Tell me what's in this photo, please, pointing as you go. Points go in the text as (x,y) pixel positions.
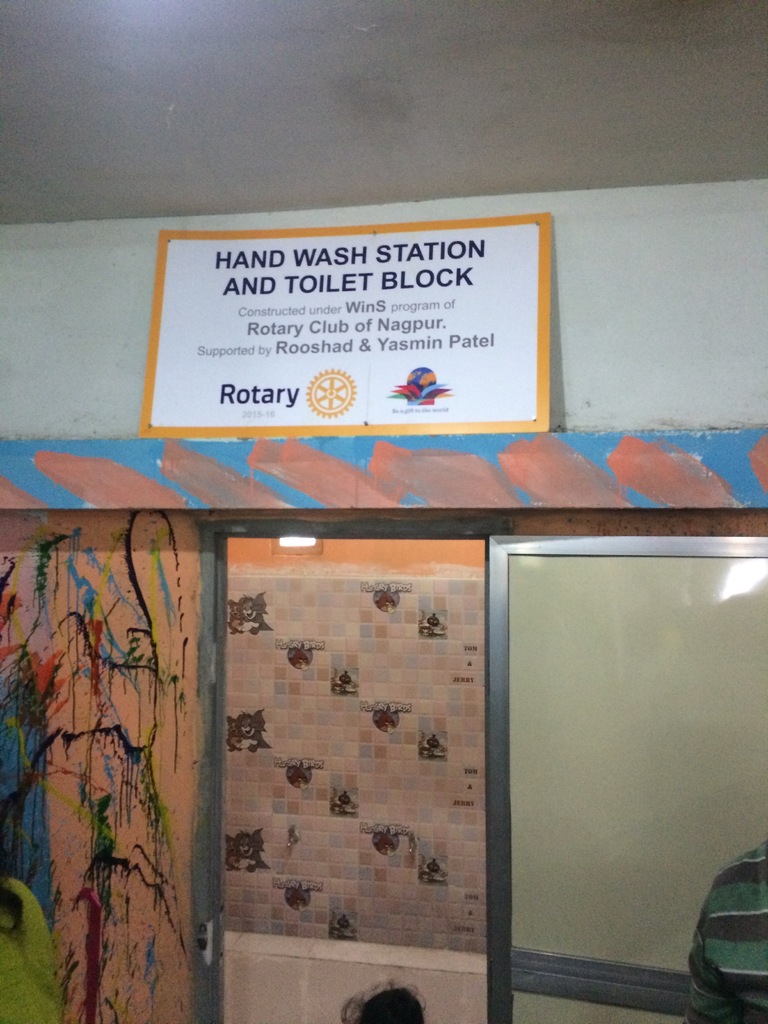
In the center of the image (265,521) there is a door (607,938). There is wall (67,430). There is a placard (477,315). At the top of the image (355,126) there is a ceiling (355,126). To the right side of the image (721,886) there is a person (721,886).
